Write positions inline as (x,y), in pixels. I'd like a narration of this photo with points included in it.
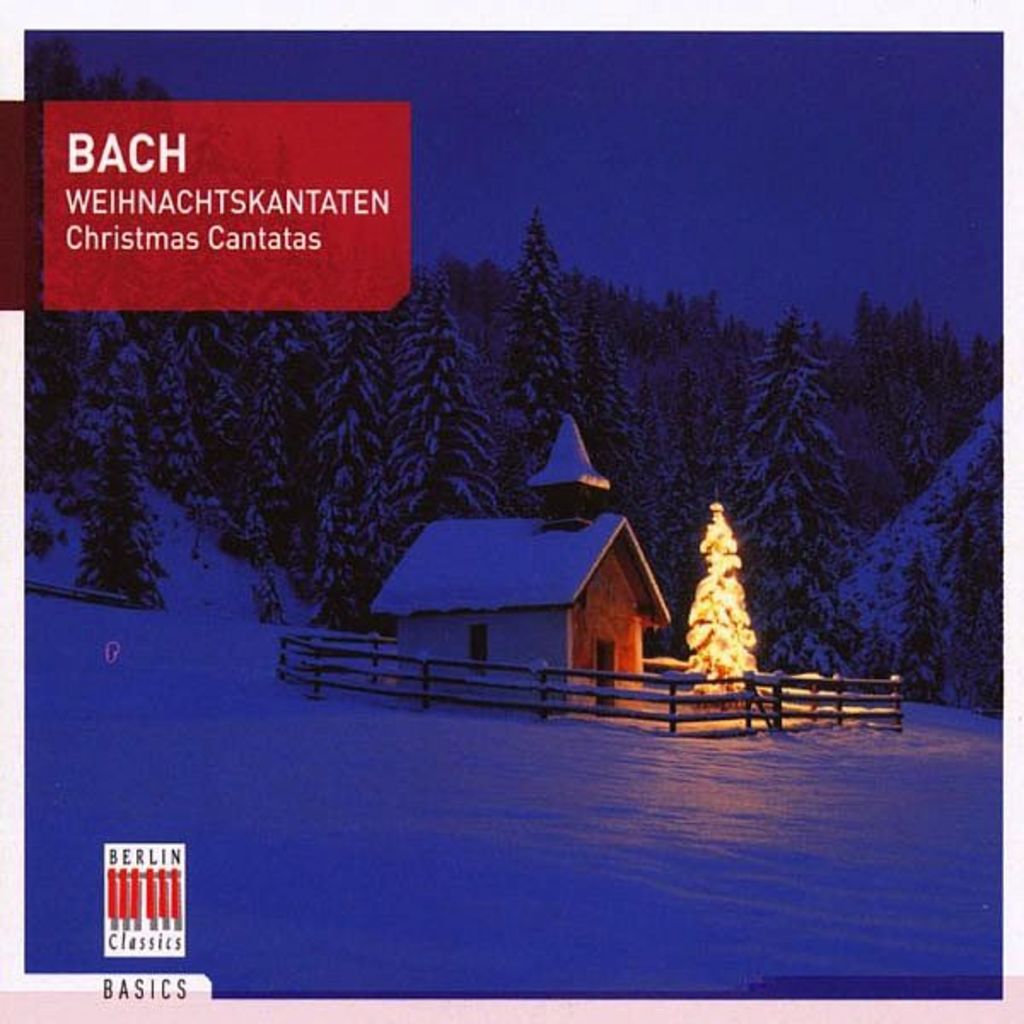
Middle of the image (552,577) we can see a house (597,556), tree (716,618), railing (371,655) and light (723,618). Land (434,748) is covered with snow (454,745). Background of the image (53,431) there are trees (719,417) and blue sky (716,139). Left side of the image (134,108) there are watermarks (140,144).
